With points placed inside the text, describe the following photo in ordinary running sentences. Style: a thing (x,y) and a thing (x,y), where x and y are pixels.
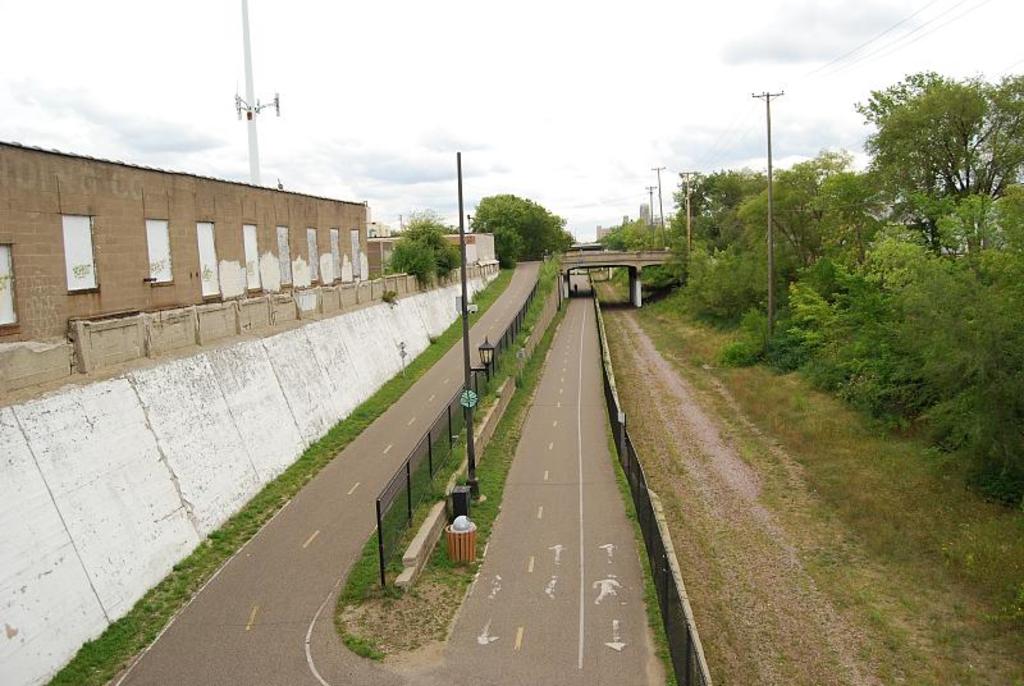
In this image we can see the pathway (587,494) and a bridge (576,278). We can also see some poles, a street lamp (487,350), a dustbin (471,550) on the ground (440,550), some grass (440,550), a wall (167,559), some buildings (283,254), the utility poles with wires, a group of trees (837,336) and the sky (578,97) which looks cloudy.
